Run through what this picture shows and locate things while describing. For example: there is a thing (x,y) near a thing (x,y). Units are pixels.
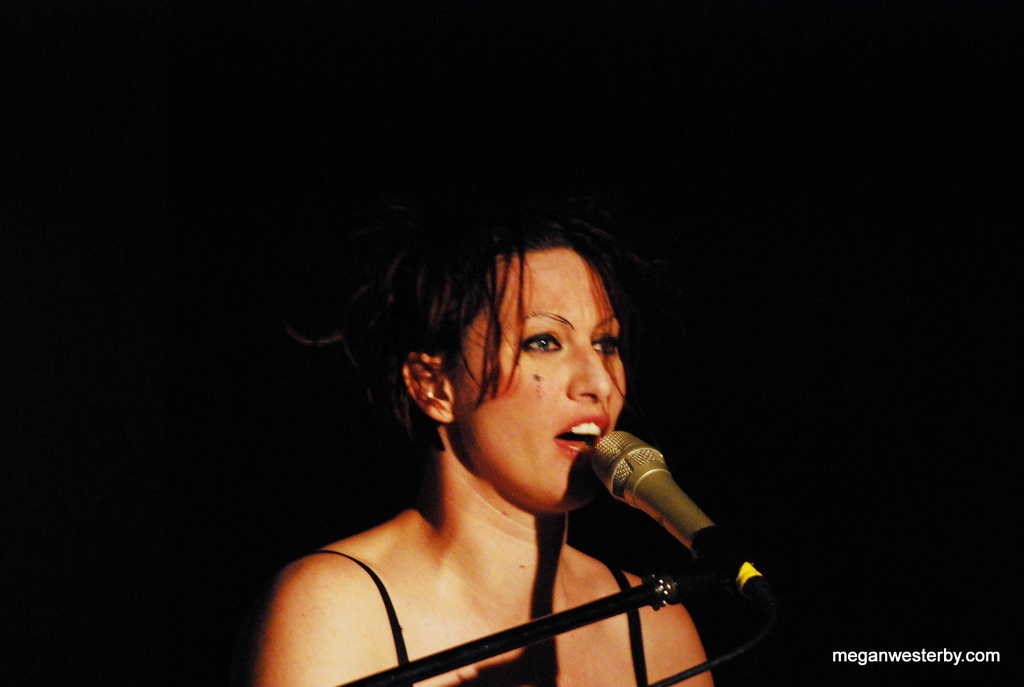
In this image there is a girl (490,455) in the middle (490,455). In front of her there is a mic (689,532).
